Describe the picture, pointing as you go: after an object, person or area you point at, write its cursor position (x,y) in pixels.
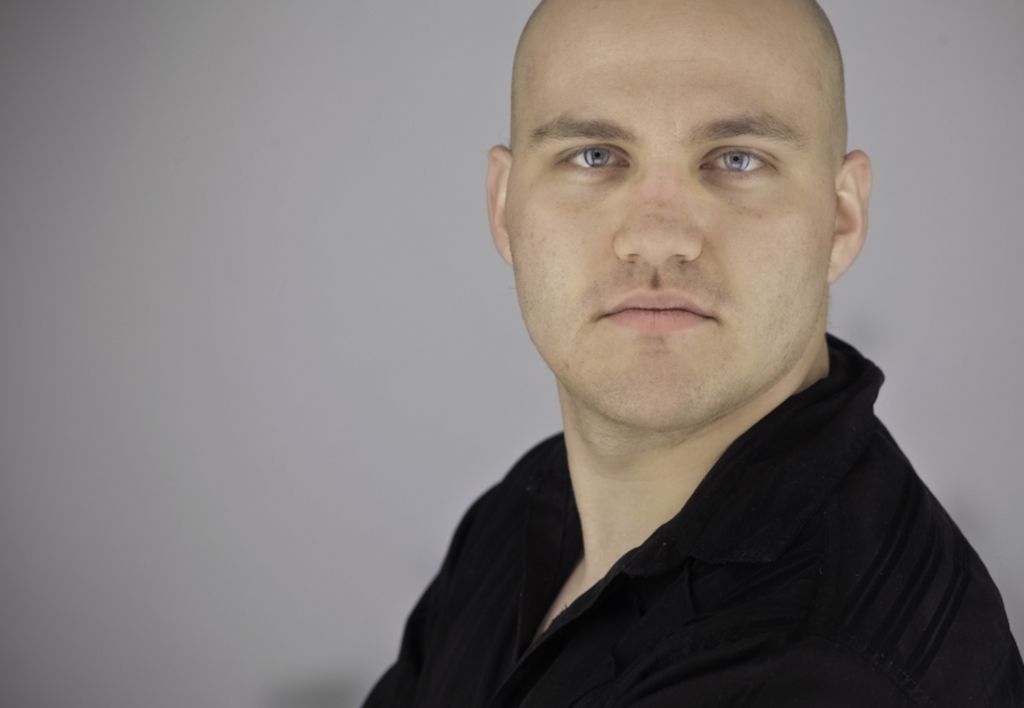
This image consists of a man (795,549) wearing a black shirt (572,558). The background (406,514) is gray in color.
